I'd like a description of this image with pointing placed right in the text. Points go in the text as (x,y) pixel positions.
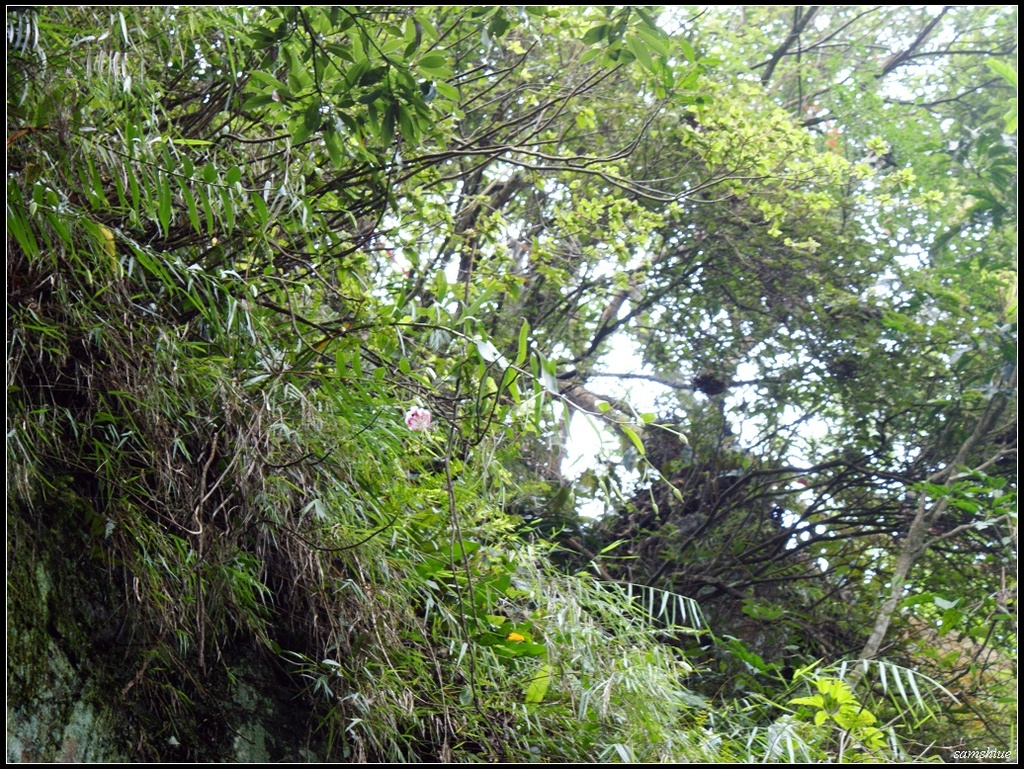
In the image there are many branches (383,80) of different trees (683,262). In the background (619,371) there is a sky (652,393).
